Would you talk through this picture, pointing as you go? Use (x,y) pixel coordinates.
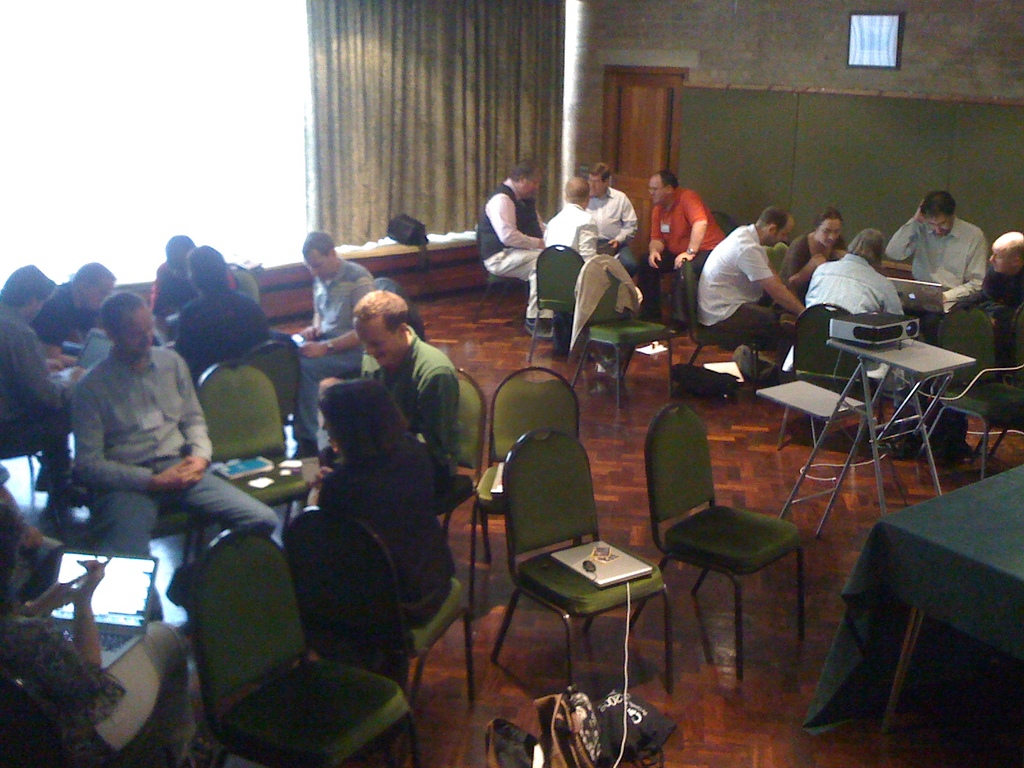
Left a group of people (124,490) sitting together on the chairs (223,547) and talking to each other and at the left (157,737) woman (154,627) is sitting and looking into the laptop (141,627) there is a wall (705,112) and door (648,115) in the right side of an image (709,127).
